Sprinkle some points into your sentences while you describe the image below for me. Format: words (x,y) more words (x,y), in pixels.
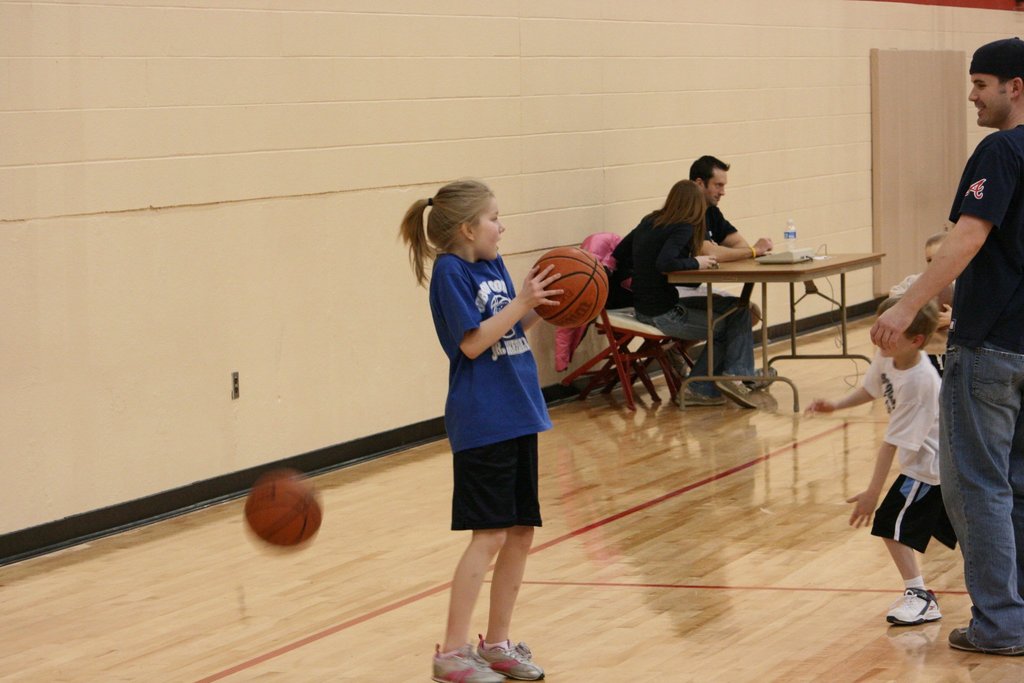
It seems to be the image is taken in a basketball court (772,459). In middle (517,319) there is a girl (514,317) holding a basketball (569,278), on right side (975,250) there are group of people (980,291) standing and we can also see two people (714,220) man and woman (644,256) are sitting on chair (600,323) in front of a table (798,273). On table (773,272) we can see a water bottle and device (803,257). In background (487,82) there is a wall (697,77) which is in cream color.
